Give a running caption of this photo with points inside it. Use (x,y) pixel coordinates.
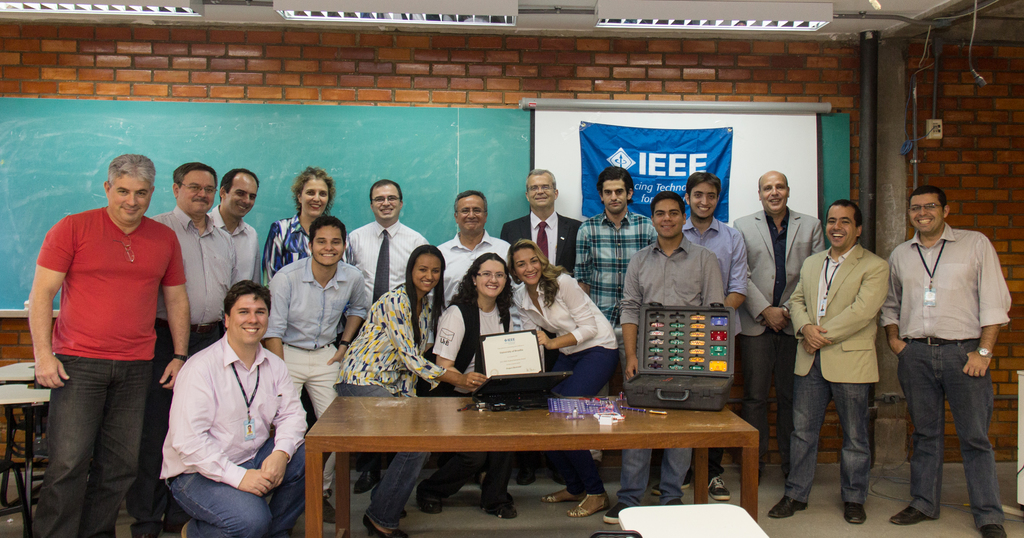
In the image group of people (609,223) are standing. there is a device (662,349) on the table (687,431), at the back (503,218) there is a black board (422,140) on the wall (504,40), there is a light (477,21) at the top (472,16).
